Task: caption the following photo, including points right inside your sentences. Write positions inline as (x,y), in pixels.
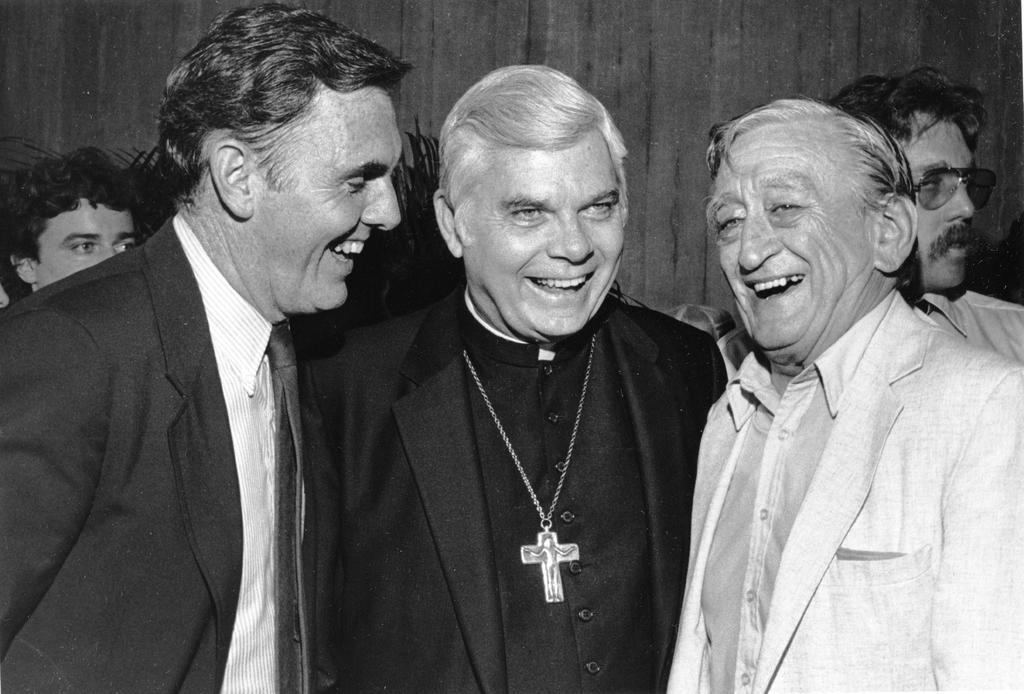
This is a black and white picture, in this image we can see a few people (468,479) are standing and in the background (418,22), we can see the wall (663,303).
